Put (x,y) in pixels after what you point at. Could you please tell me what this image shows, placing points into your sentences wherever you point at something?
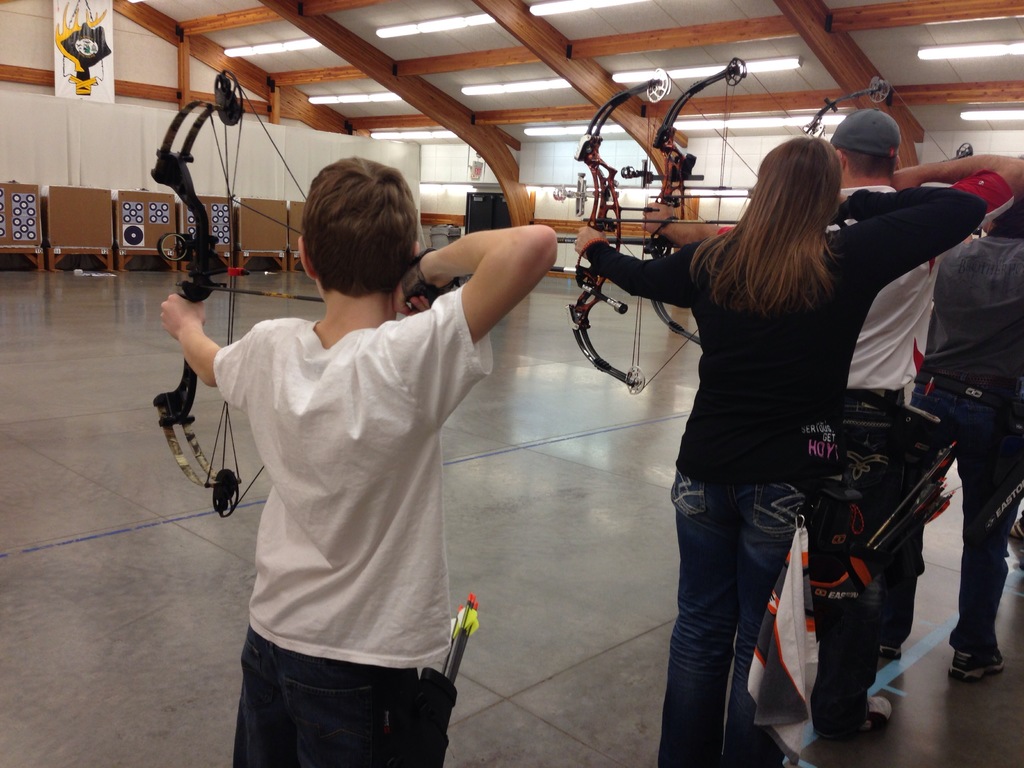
In this image we can see some group of persons (912,289) holding arrows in their hands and in the background of the image (140,236) there are some archery targets (70,228), there are some lights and wall (249,123).
